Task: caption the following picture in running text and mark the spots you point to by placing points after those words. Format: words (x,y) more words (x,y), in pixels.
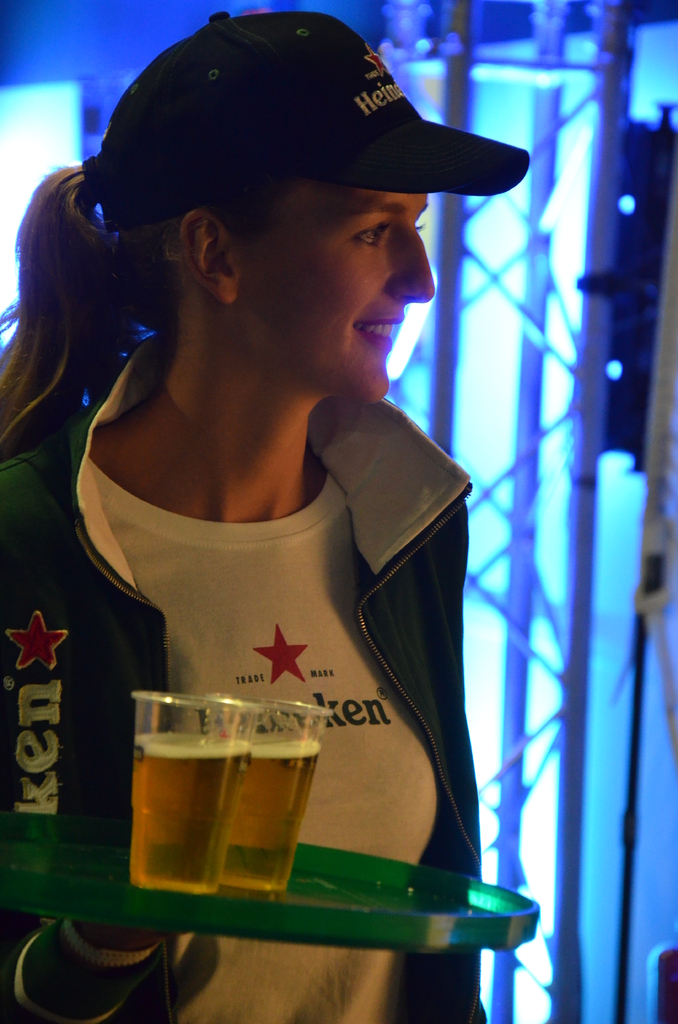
In this image we can see a lady (314,419) standing and holding a tray (310,882) in her hand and there are cups (218,863) of beer (272,858) placed on the tray (312,884). In the background (551,45) there are rods (551,45) and lights (510,253).
